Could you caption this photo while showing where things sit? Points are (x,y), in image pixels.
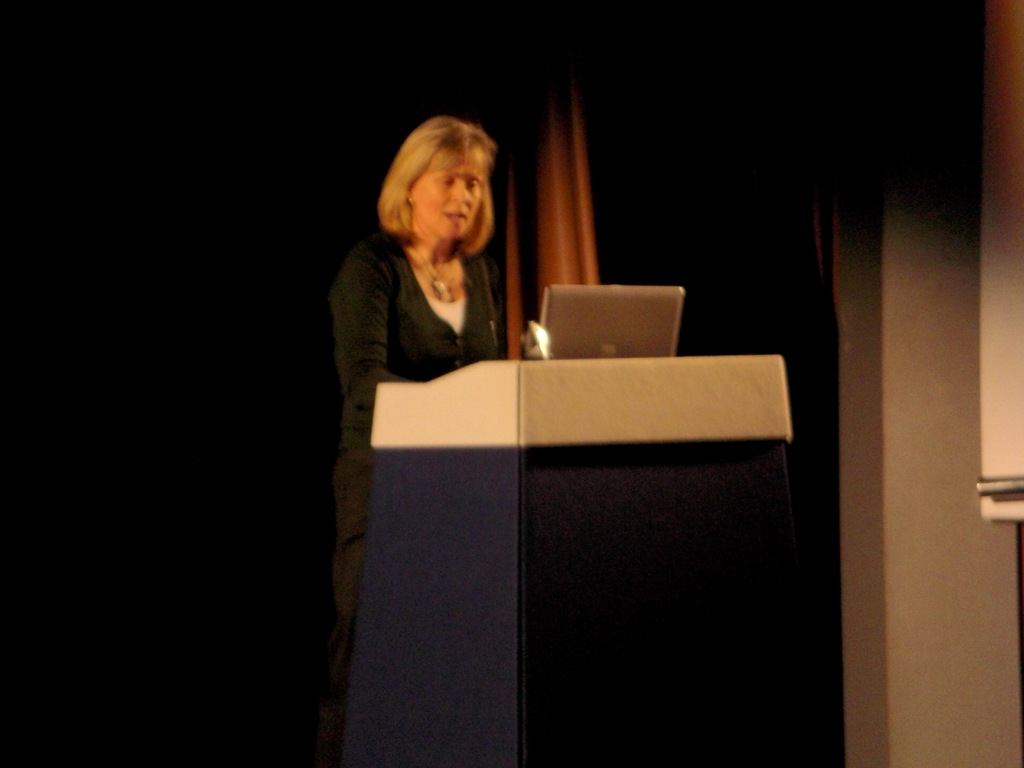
In this picture I can see a woman (494,356) in the middle (484,340), she is standing near the podium (644,476).
